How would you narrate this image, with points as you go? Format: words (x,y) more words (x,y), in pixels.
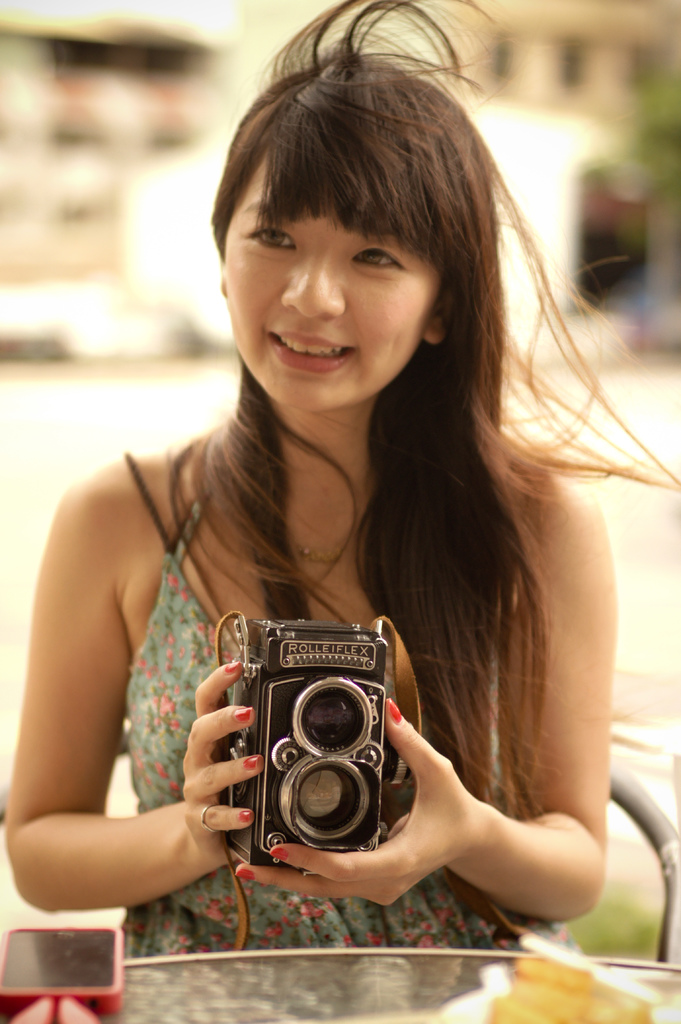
A woman (365,104) is sitting on chair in this image. she is holding a camera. There is a mobile (115,989) on the table (147,983).
